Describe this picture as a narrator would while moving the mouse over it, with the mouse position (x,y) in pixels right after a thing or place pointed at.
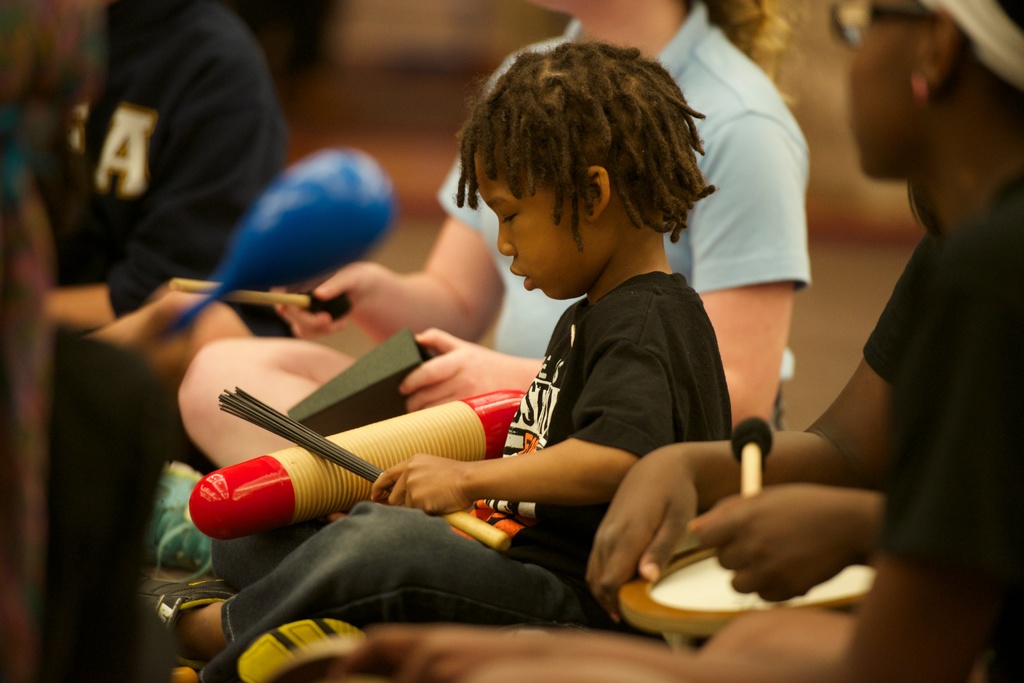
In this image I can see group of people (294,335) sitting. The person (657,397) in front (370,529) wearing black shirt (650,382), gray pant (381,521) and holding some object (253,495) which is in red and cream color.
